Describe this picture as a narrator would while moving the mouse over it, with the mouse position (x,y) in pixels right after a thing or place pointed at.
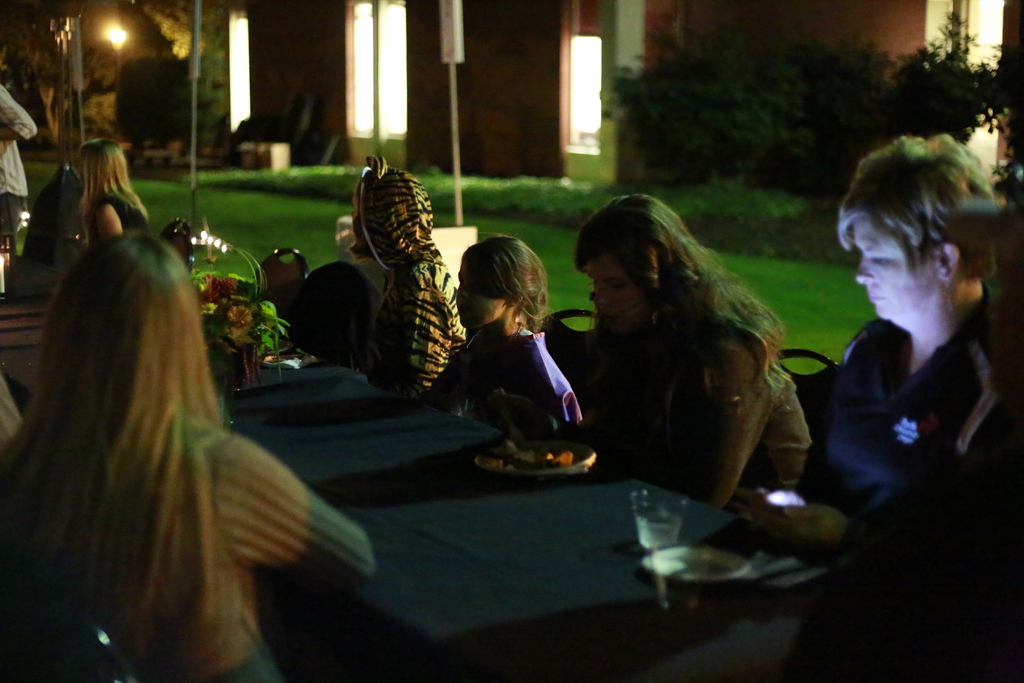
This persons (769,329) are sitting on a chair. In-front of this person (149,362) there is a table (437,544), on a table (329,396) there are plates (507,466) and glasses (676,525). Far there is a light (113,39) in between of this trees (115,62). This is a building (387,108). Beside this grass (803,273) there are plants (813,91).
